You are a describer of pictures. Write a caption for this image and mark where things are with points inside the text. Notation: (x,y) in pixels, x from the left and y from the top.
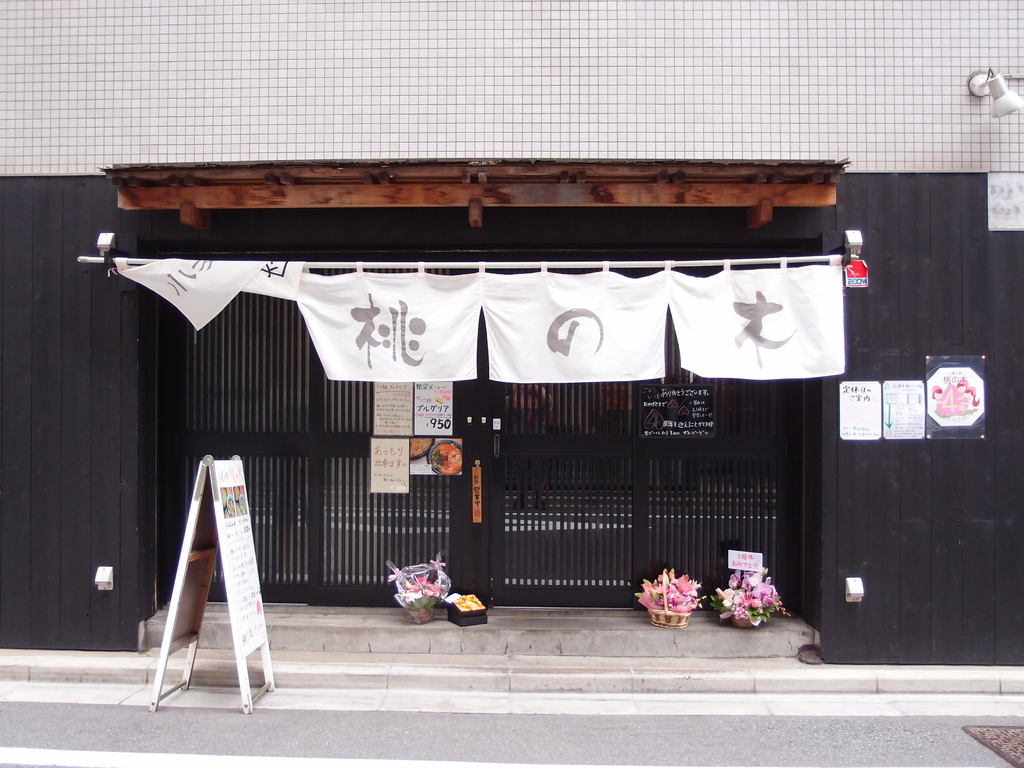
In this image I can see building wall (980,255), in front of the wall (102,397) I can see fence (686,455) on the fence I can see notice papers (428,397) attached and in front of the fence (518,595) I can see a flower pot (404,574) kept on the floor (503,698) and at the bottom (807,757) I can see a road (399,746).
